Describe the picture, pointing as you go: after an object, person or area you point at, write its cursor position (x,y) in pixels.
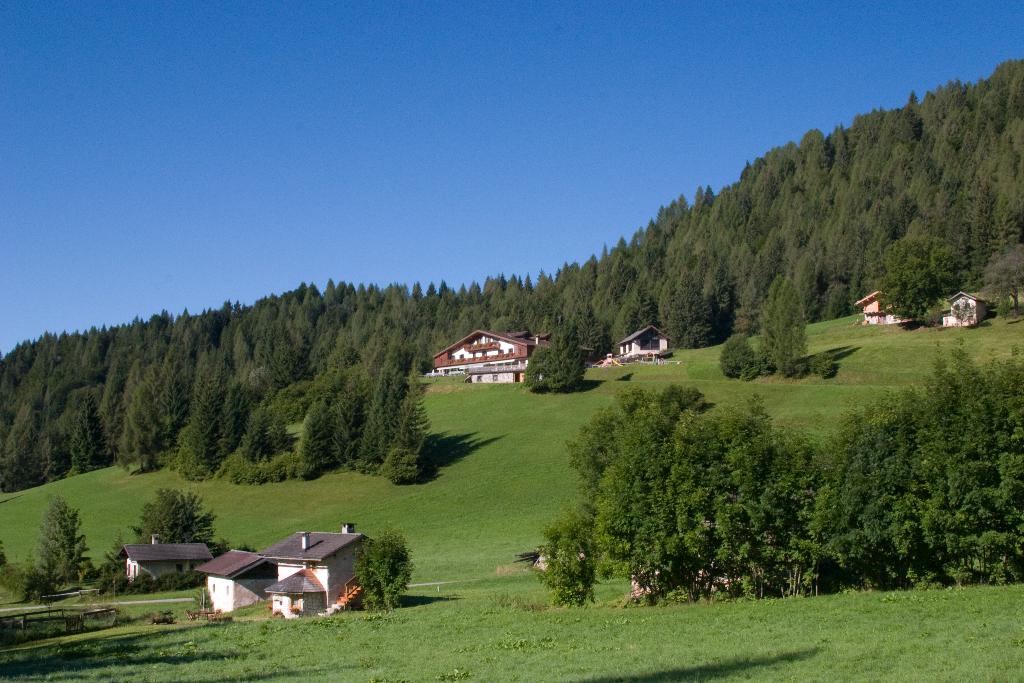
In this image we can see a group of buildings (489,356), trees (918,308), grass field (473,450) and in the background (609,171) we can see the sky (420,220).
